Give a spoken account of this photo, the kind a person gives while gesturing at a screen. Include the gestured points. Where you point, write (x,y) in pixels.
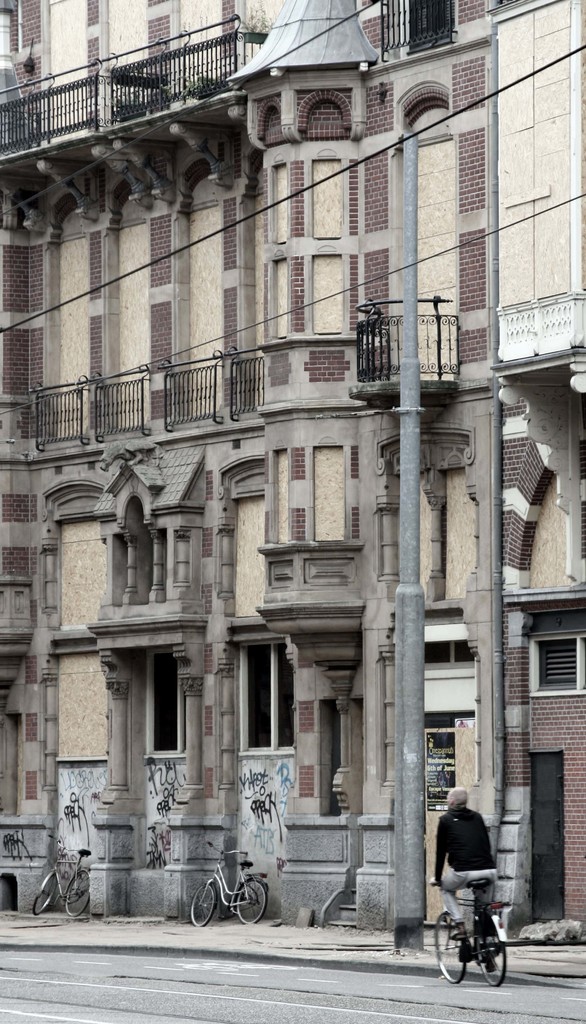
This is an outside view. In the background (306,374) I can see a building (245,498). On the bottom of the image (147,995) there is a road (215,995). One person (473,850) is riding a bicycle (473,913) on the road (117,987). On the right side of the image (404,616) there is a pole (409,524).
